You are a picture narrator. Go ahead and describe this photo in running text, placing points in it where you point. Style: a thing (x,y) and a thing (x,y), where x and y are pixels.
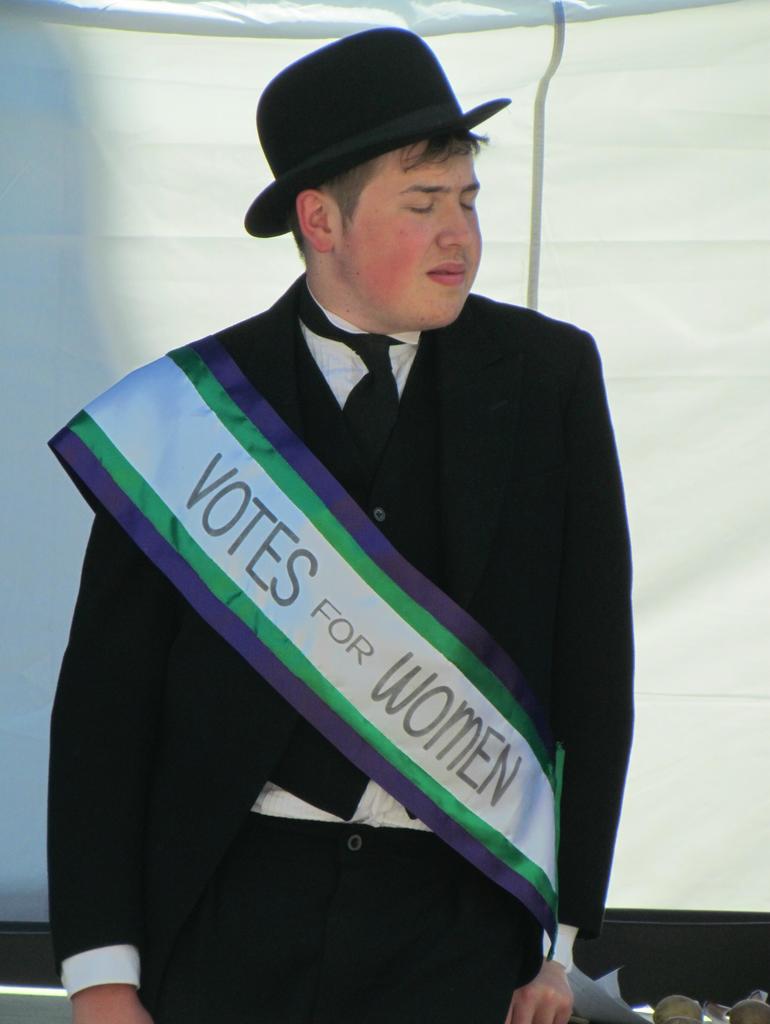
In the image we can see there is a man (348,945) standing, he is wearing formal suit (420,899) and hat (426,128). There is a pageant ribbon (354,621) on which it's written ¨Votes for Women¨. Behind there is a white curtain (45,359).
